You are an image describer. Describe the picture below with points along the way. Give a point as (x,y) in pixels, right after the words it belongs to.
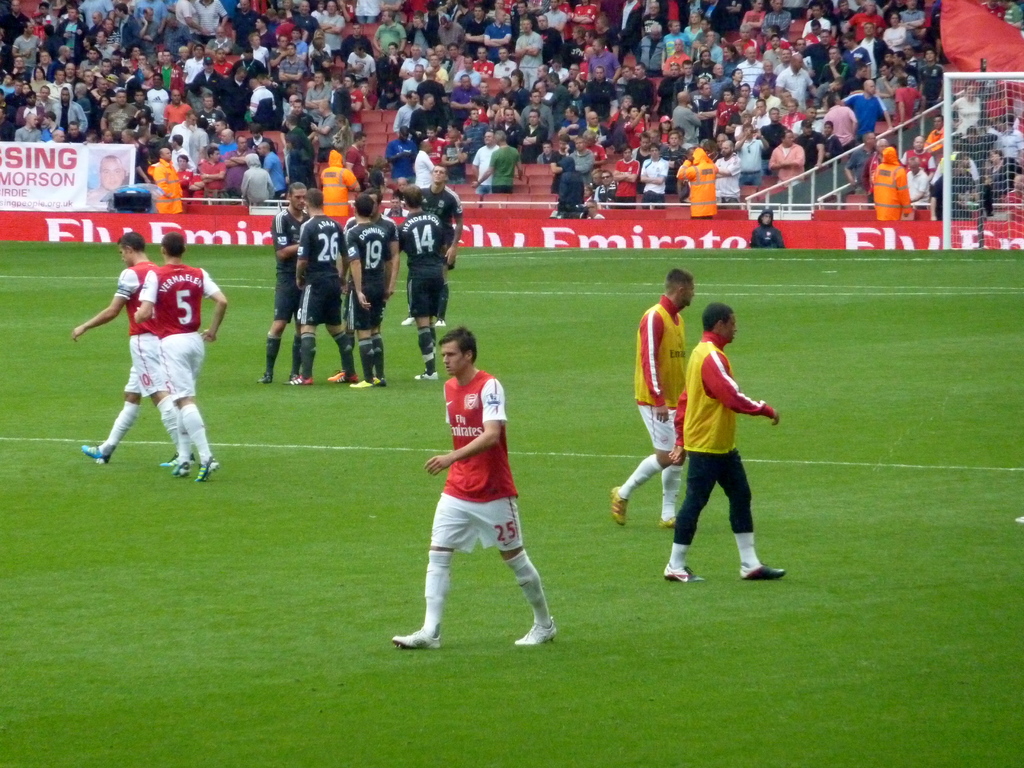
In this image we can see people (344,352), grass (654,274), banners (175,231), mesh (958,156), and other objects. In the background (326,129) we can see group of people (746,183).
